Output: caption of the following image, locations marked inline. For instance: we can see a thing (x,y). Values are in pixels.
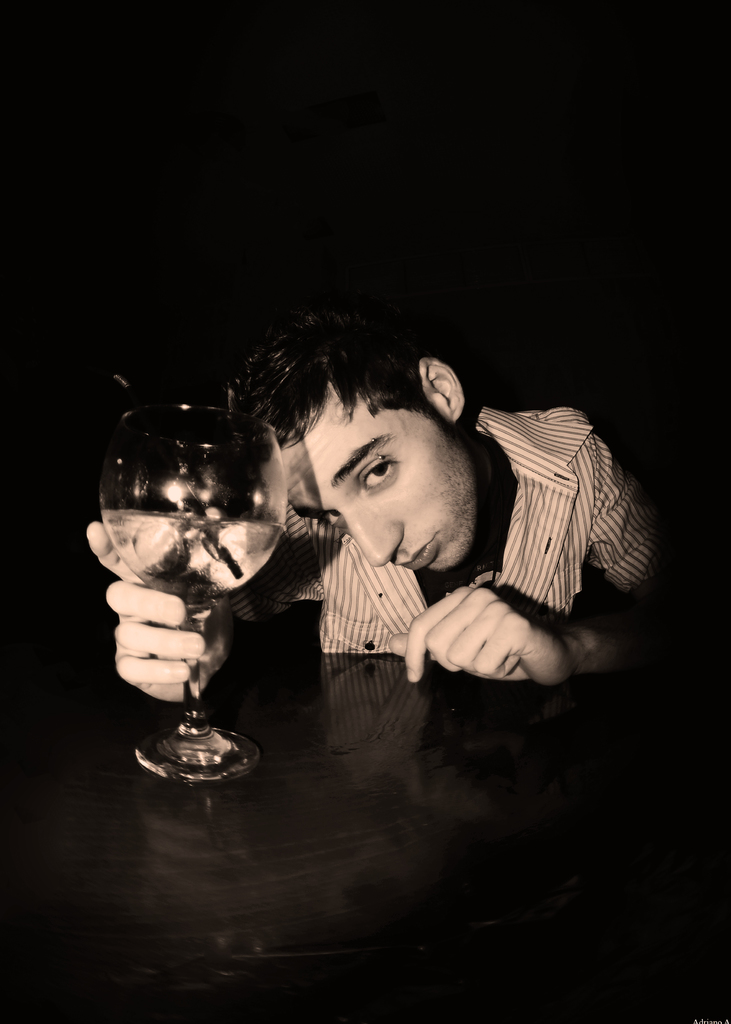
In this image we can see a man (399,653) holding a glass (205,555).
